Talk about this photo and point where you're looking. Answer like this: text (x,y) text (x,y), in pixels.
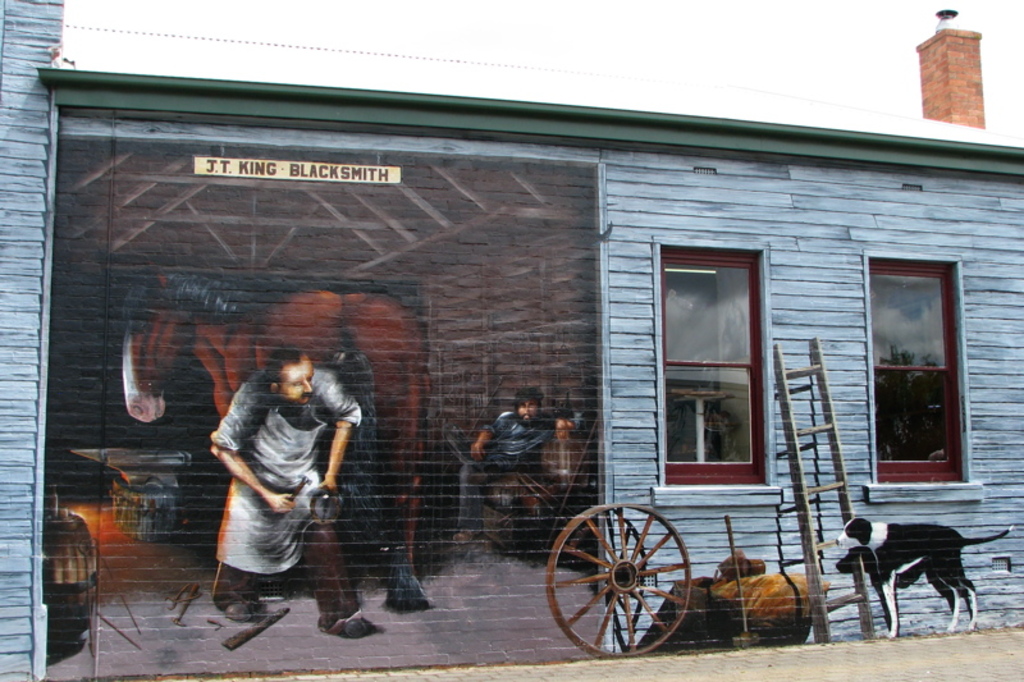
Here I can see a wall (597,328) along with the windows (697,344). There is a painting (161,402) on this wall (629,264). On this painting (539,437) I can see two persons (294,463) and some text (345,169). At the bottom of the image (875,674) I can see the road (879,668). On the right side (913,580) there is a dog (887,553), ladder (797,441), a bag (780,594) and a wheel (635,558). At the top (609,29) I can see the sky (345,16).
